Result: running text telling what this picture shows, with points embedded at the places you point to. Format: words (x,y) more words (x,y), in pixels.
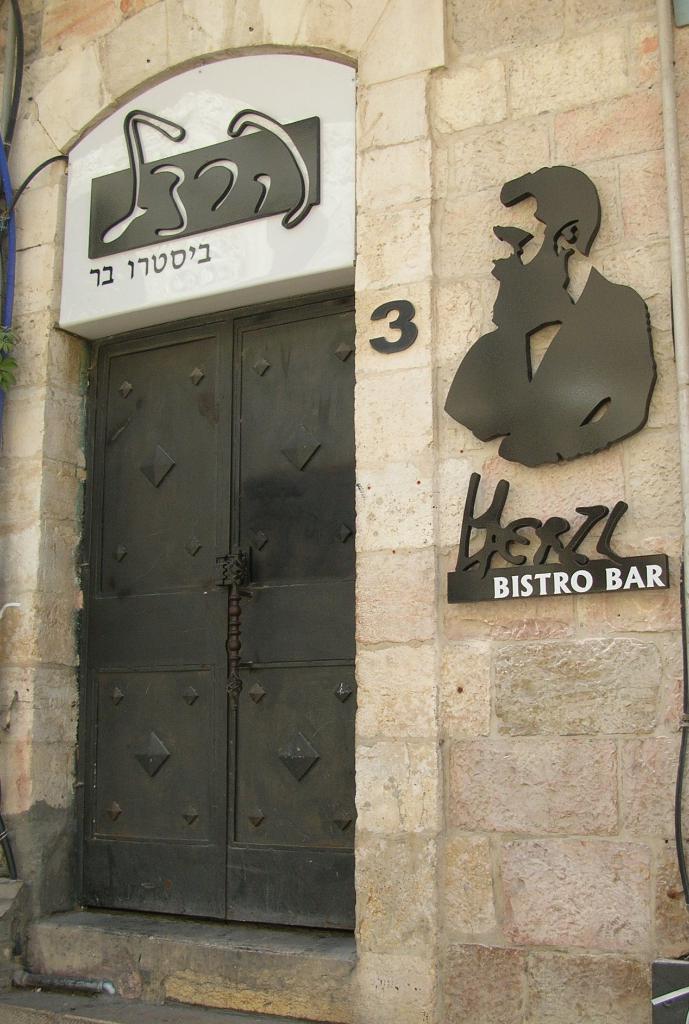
In this image there is a wall (442,223). At the bottom (267,724) there is a door (243,328) to the wall (358,202). On the right side (518,245) there is a design (575,211) of a man (574,210) on the wall (588,273).
